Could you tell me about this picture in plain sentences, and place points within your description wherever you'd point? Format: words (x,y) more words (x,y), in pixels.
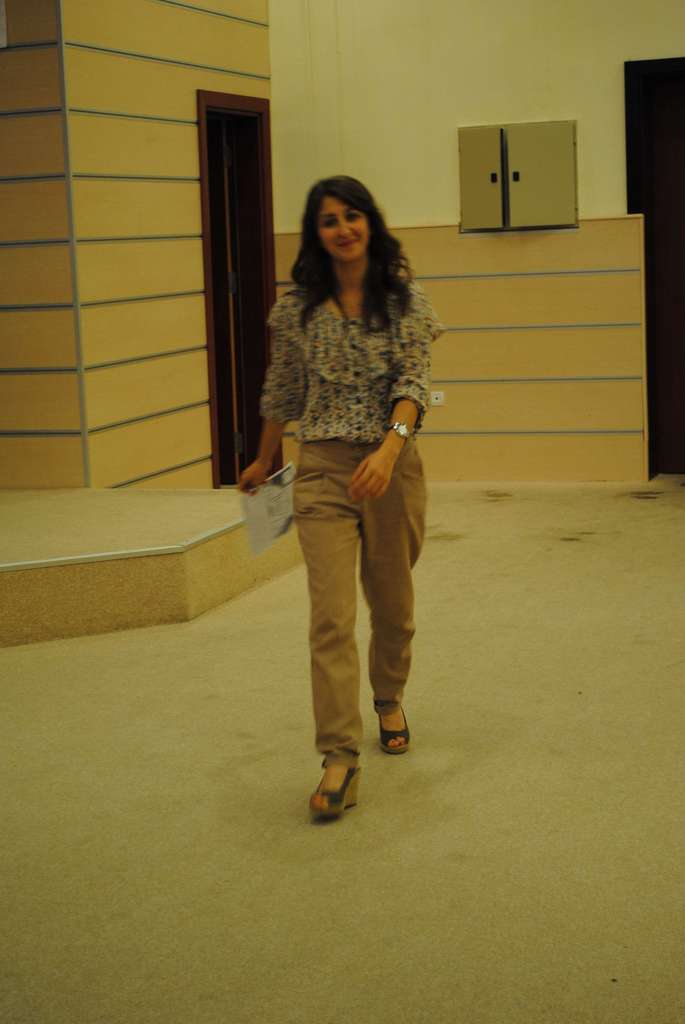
In the middle of the image (361,409), there is a woman (344,191) in a shirt (369,372), smiling, holding a document (281,472) with one hand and walking on the floor (348,954). In the background (501,6), there is a building (510,63) which is having an object (519,166) on the wall (514,100).
